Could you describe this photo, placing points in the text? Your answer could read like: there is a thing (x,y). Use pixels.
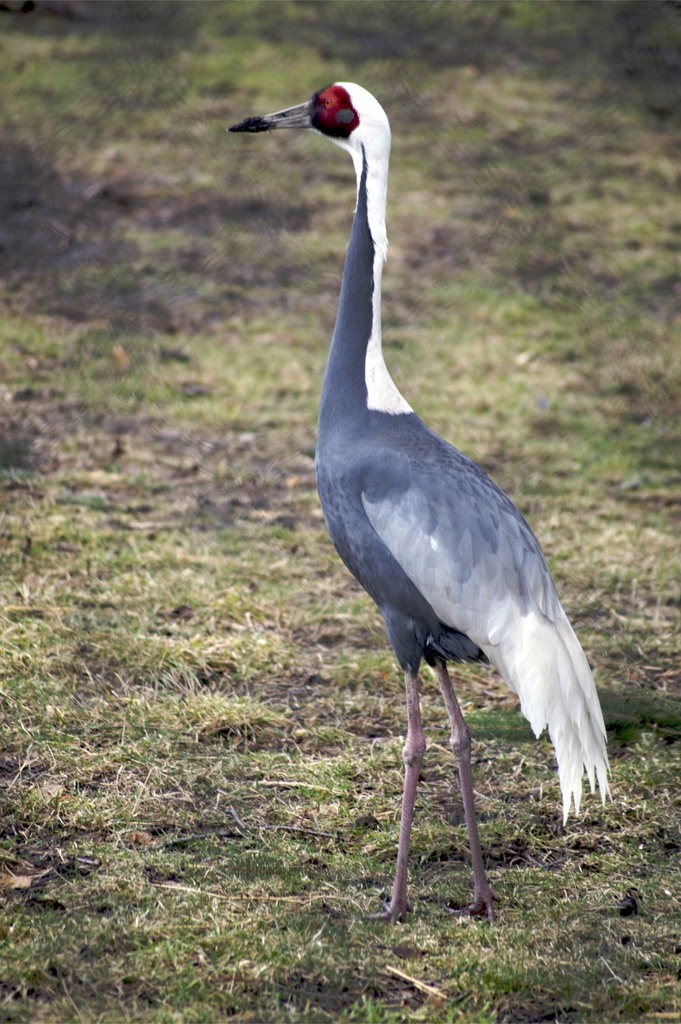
In this picture we can see a crane (390,586) here, at the bottom (186,878) there is grass (183,466).
